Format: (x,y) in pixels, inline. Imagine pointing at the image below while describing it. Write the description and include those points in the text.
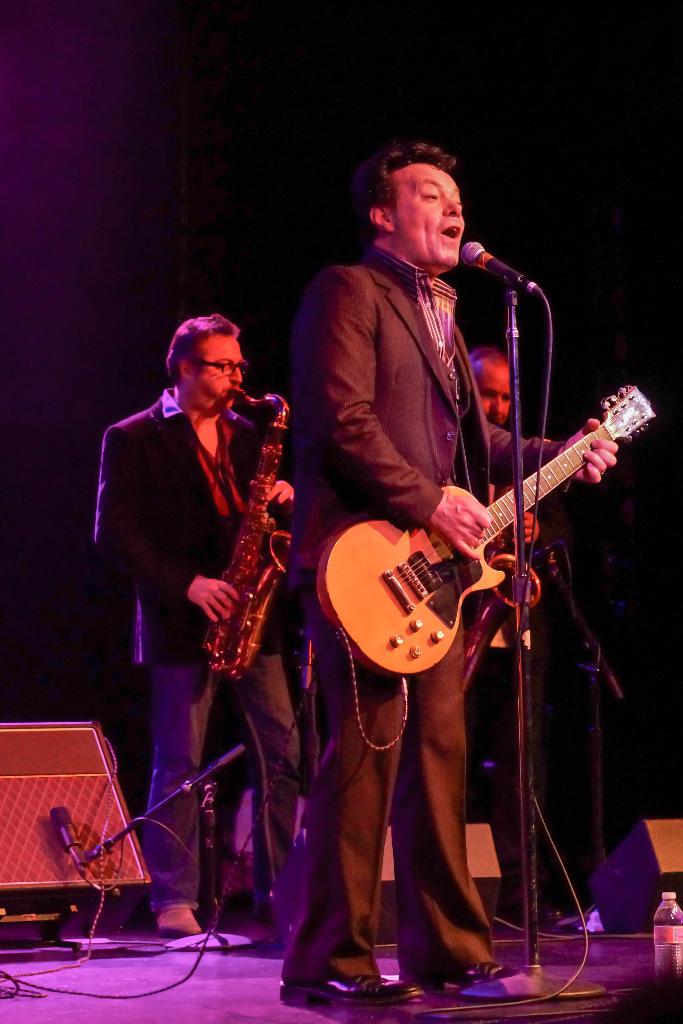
In this picture we can see a bottle (655,921), mics (73,855), speakers (37,773), wires (18,978), spectacle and three men (183,493) holding musical instruments (409,544) and standing and in the background (320,177) it is dark.
